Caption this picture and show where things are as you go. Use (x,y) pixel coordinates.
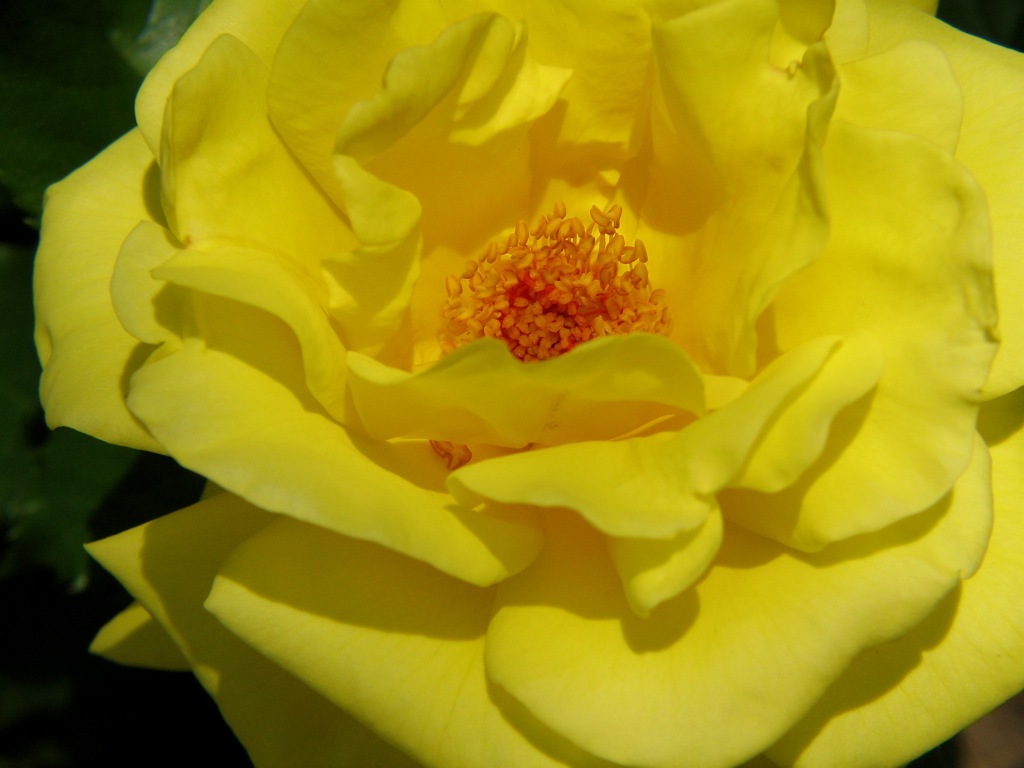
In this picture we can see a yellow flower (565,284).
